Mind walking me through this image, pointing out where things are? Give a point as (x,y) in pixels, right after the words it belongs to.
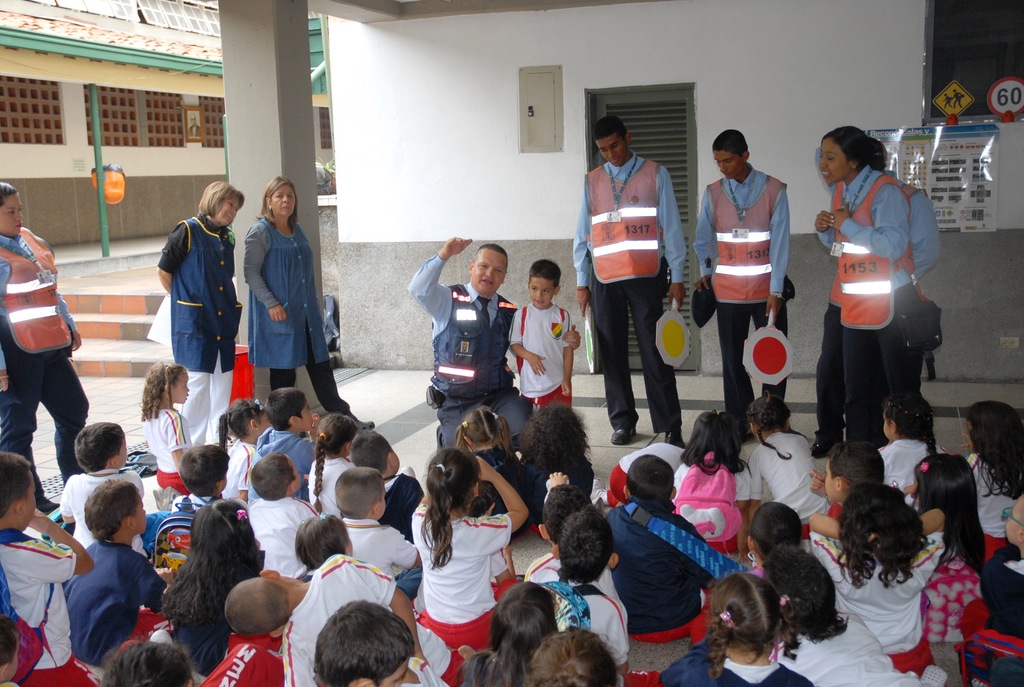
In this image we can see there are few kids (335,524) sitting on the floor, in front of them there are a few people (606,265) standing, one of them is sitting on his knees (497,404) and raised his hand (447,248), beside him there is a kid (520,367) standing. In the background (325,117) there are buildings (185,113).
